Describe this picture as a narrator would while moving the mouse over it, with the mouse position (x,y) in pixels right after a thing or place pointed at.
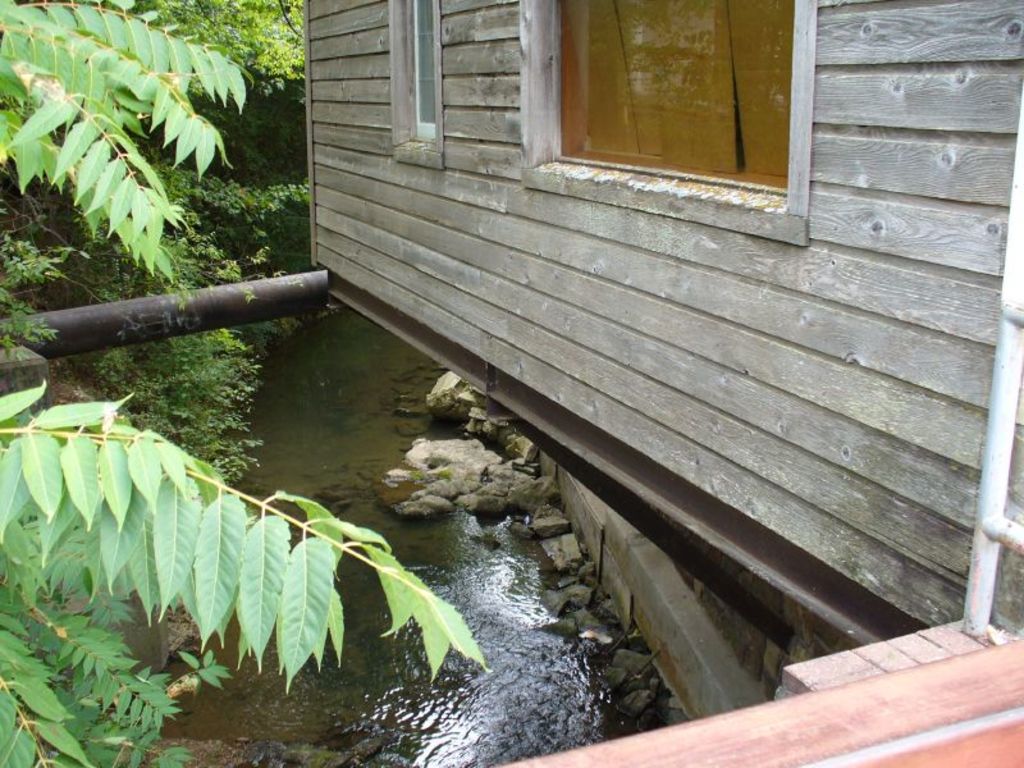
This is the backside view of the house (685,264) where we can see a window (429,86). At the background (157,143) there are trees (129,524), water (401,673).
